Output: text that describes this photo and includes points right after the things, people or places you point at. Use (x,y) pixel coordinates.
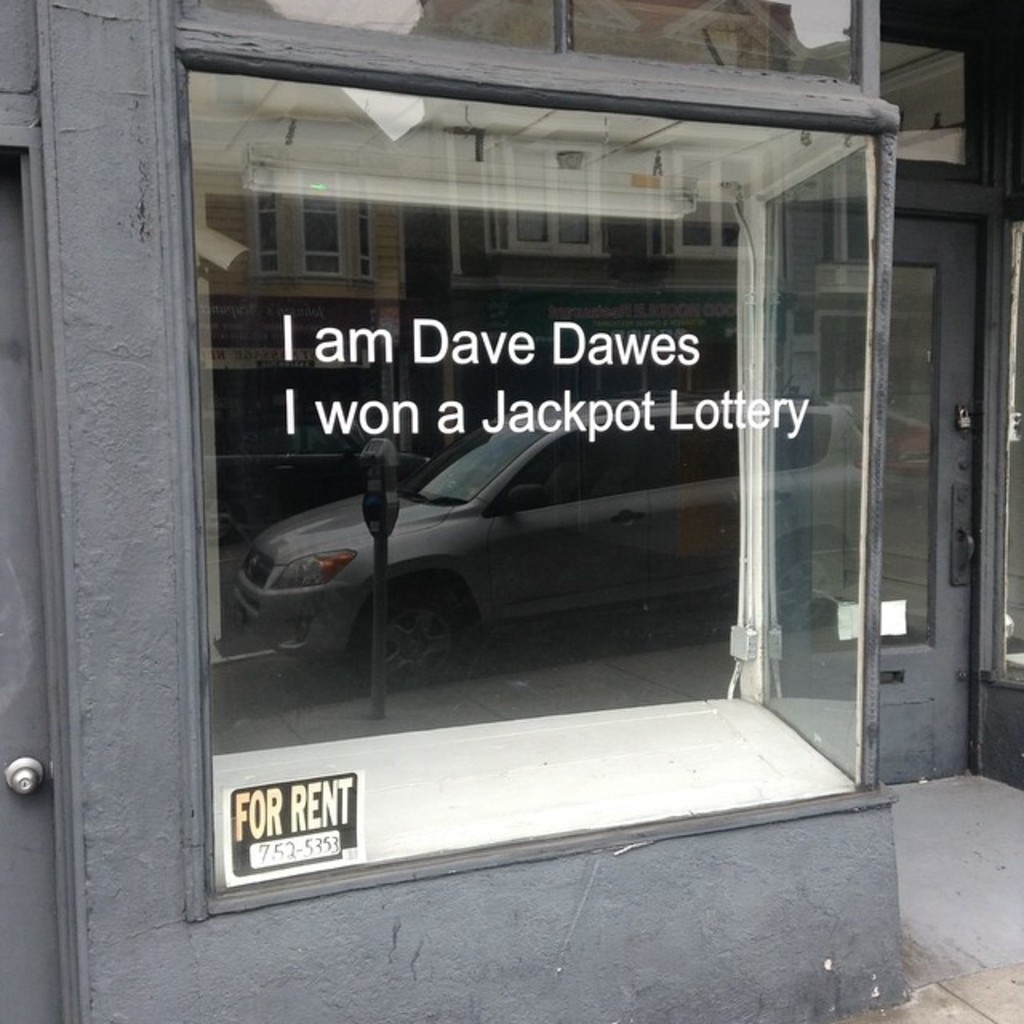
It is a glass (498,626) on this there is an image of a vehicle (651,594), at the bottom (348,822) there is a sticker (353,838) for rent.
